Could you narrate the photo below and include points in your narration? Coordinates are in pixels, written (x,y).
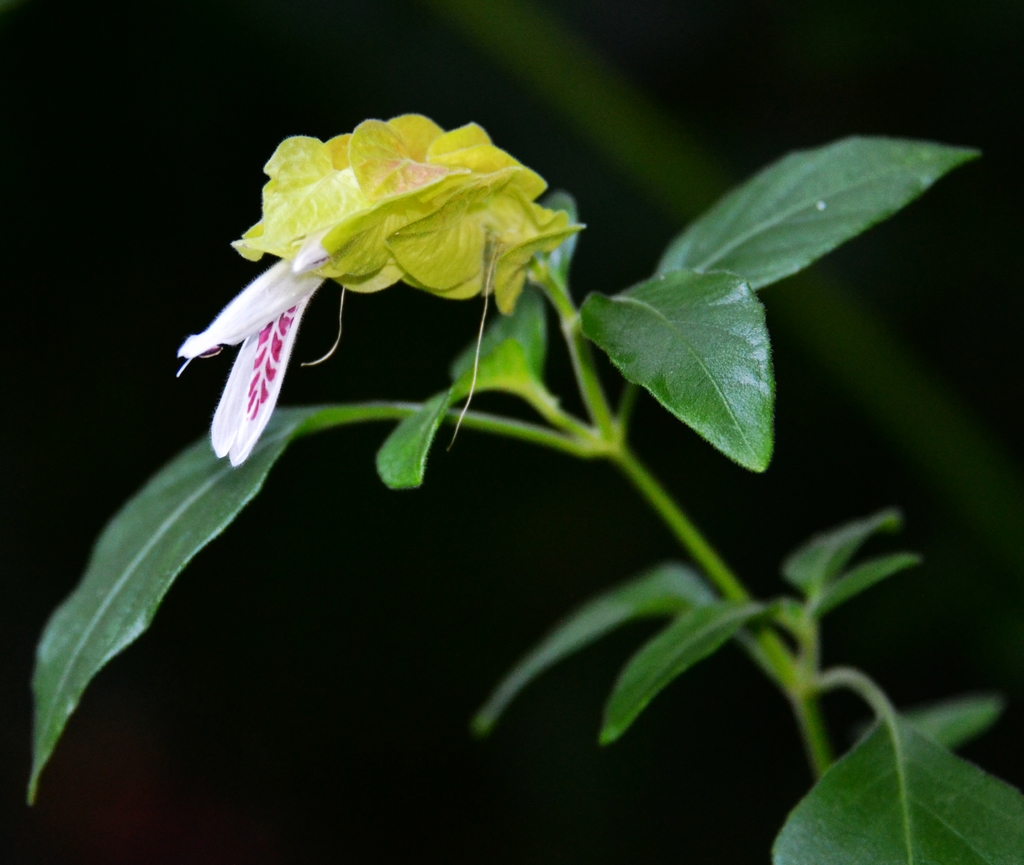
In this image we can see the plant (497,431) with leaves (847,579) and flowers (295,146).
